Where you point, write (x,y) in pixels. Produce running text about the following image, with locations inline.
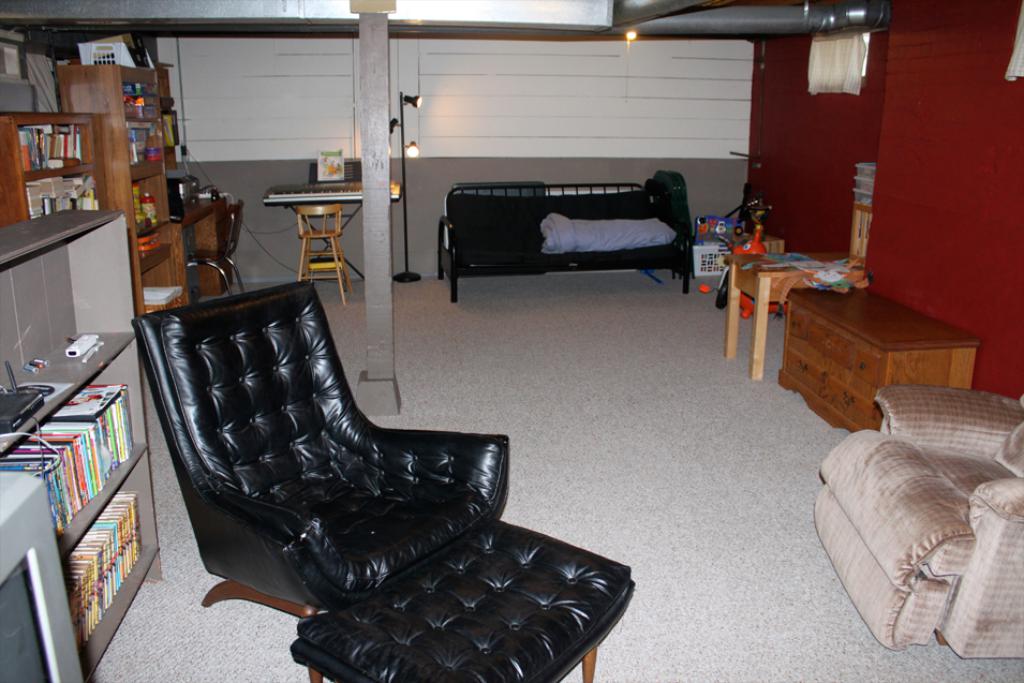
This is a picture taken in a room (563,410), this is a floor (639,463) on the floor (680,419) there are tables (762,286), chairs (845,500), sofa (519,251), pillar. To the left side of the chair (326,455) there are shelves (75,470) with books (87,453) and some items (156,204). To the right side of the chair (371,489) there is a red wall (879,195). Behind the chair (405,498) there is a lights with stand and a wall (440,143).
